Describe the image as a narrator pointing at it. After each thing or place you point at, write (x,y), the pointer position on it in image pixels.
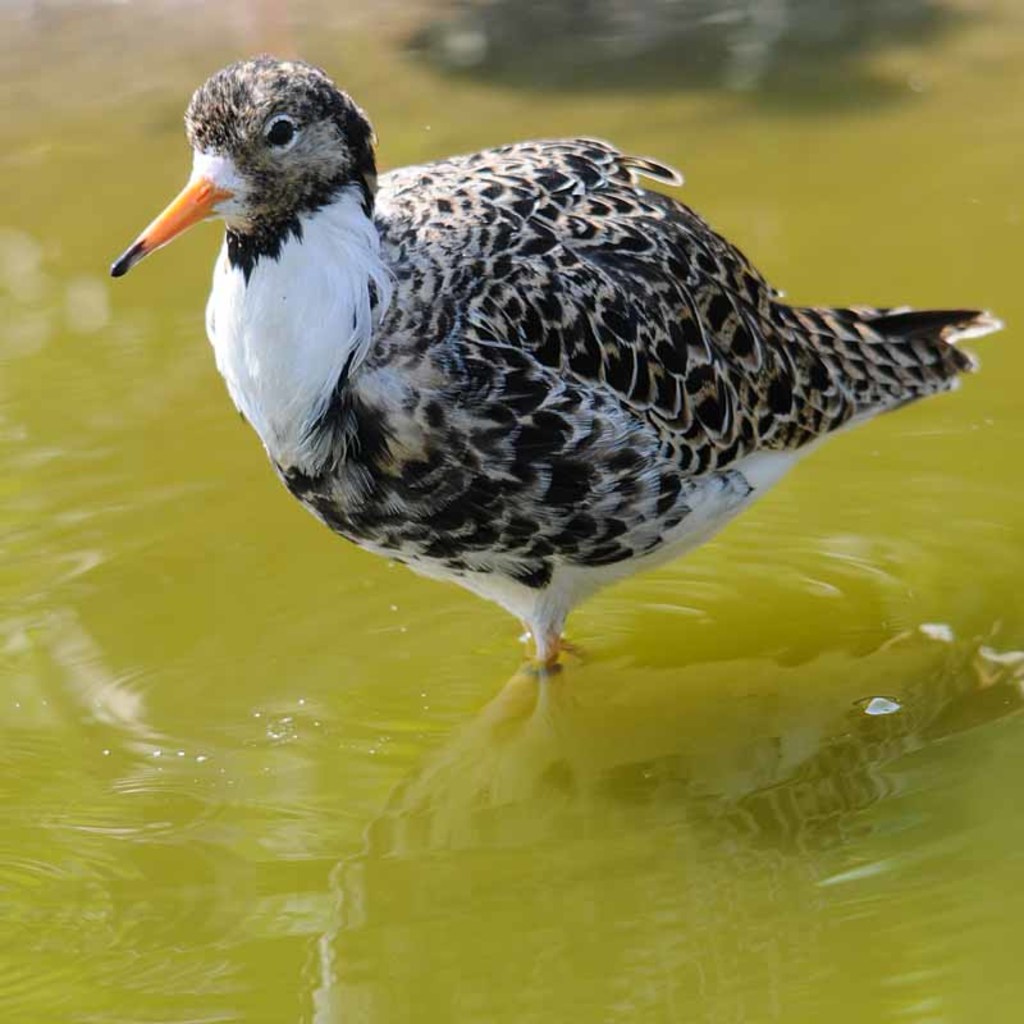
This image is taken outdoors. At the bottom of the image (386,830) there is a pond (44,530) with water (876,685). In the middle of the image (563,568) there is a bird (530,413).
